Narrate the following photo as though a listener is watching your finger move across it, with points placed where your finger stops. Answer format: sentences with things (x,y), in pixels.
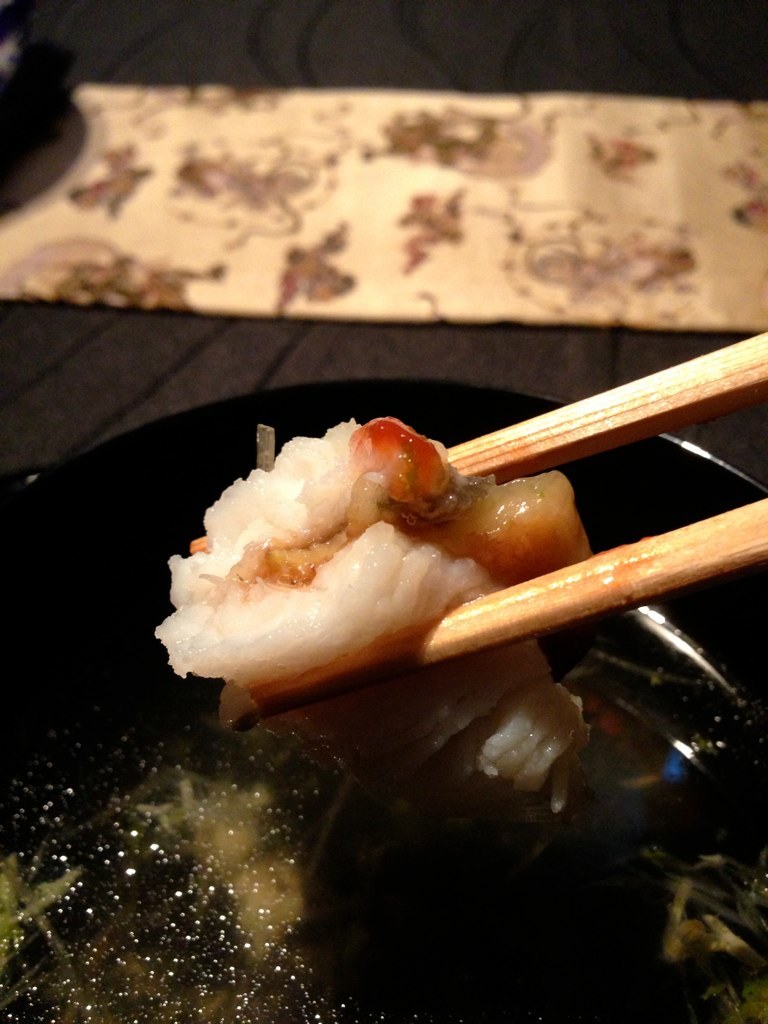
This image consists of a food material (319,455) which is held with chopsticks (620,398). There is a bowl (50,483) in this image which is in black color.
